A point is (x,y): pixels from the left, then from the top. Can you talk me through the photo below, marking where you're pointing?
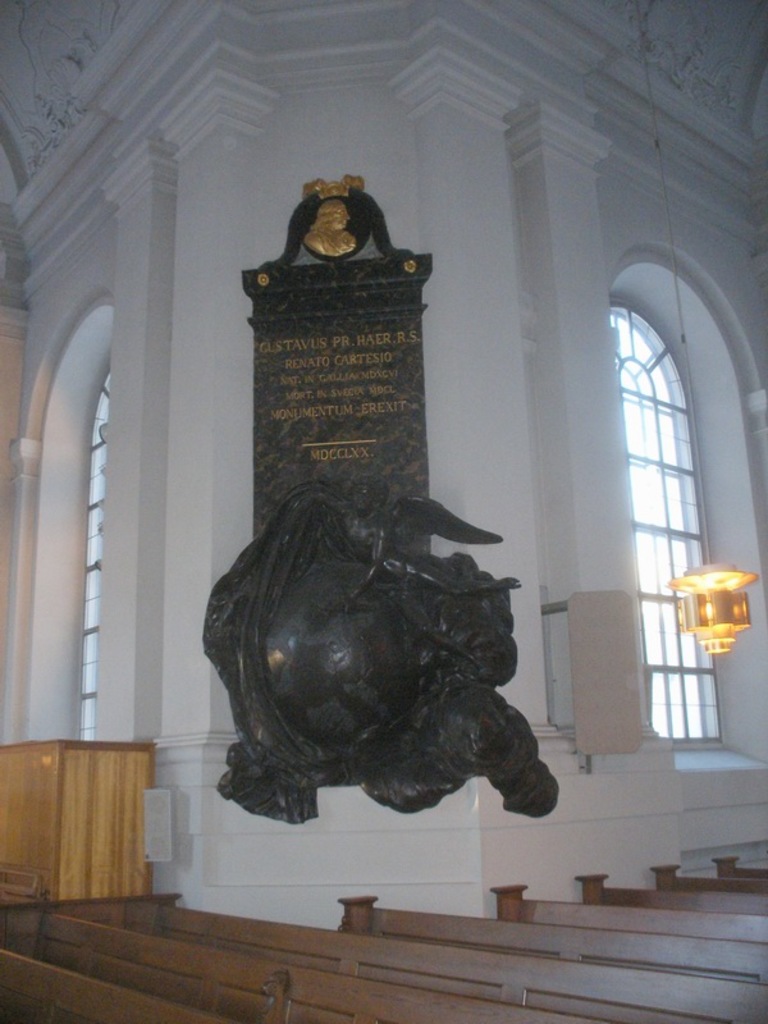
In this picture I can see a board (338,382) with some text (339,359) and a statue (365,614) on the wall (393,141). I can see a wooden box (22,762), few benches (547,938), a light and couple of glass windows (661,479) to the wall (573,450).
